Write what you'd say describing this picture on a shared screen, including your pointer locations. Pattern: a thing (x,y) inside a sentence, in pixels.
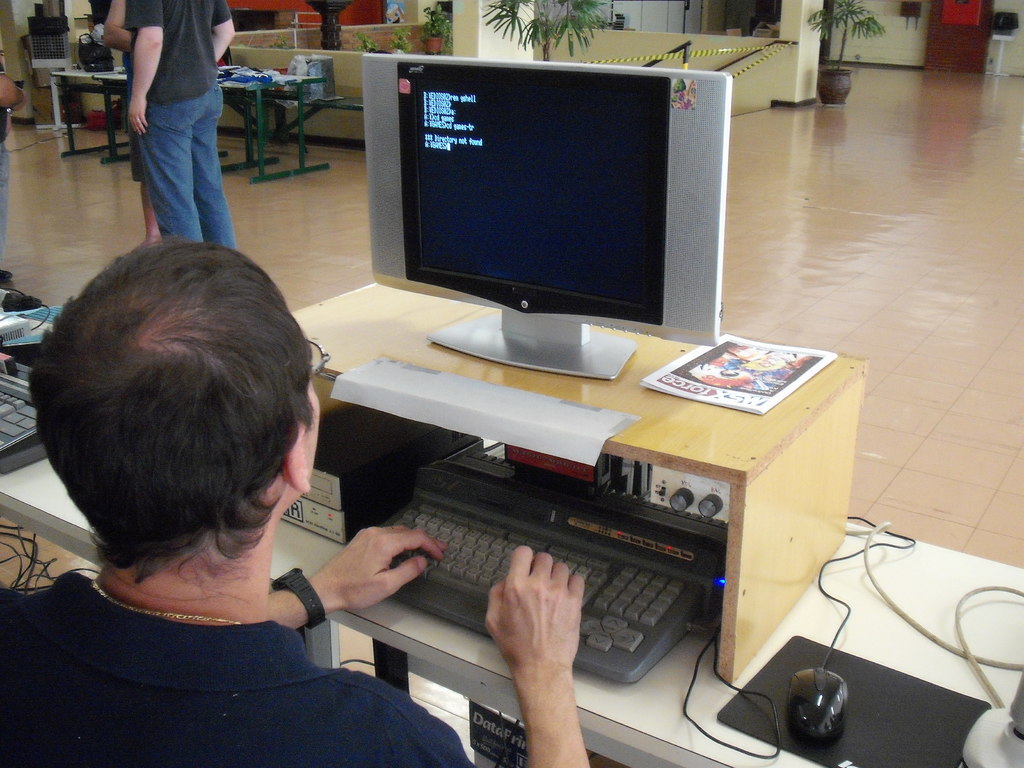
This is the man (274,665) sitting and working. This is the table (784,753) with the mouse (840,681), keyboard (617,646), cables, mouse pad (909,715) few other objects (316,503). This is a monitor (691,266) placed on the wooden rack (630,413). Here is the magazine (743,389) beside the monitor (522,295). I can see two people (156,62) standing. At the background (306,78) I can see another table (275,85) with few objects (260,80) on it. This is a houseplant (551,30). At background (940,50) this looks like a door (965,35). I can see a white color object (1003,30) which looks like a table (997,46). I think these are the staircase holder (741,58) attached to the wall (693,41). this is the floor (805,281).
